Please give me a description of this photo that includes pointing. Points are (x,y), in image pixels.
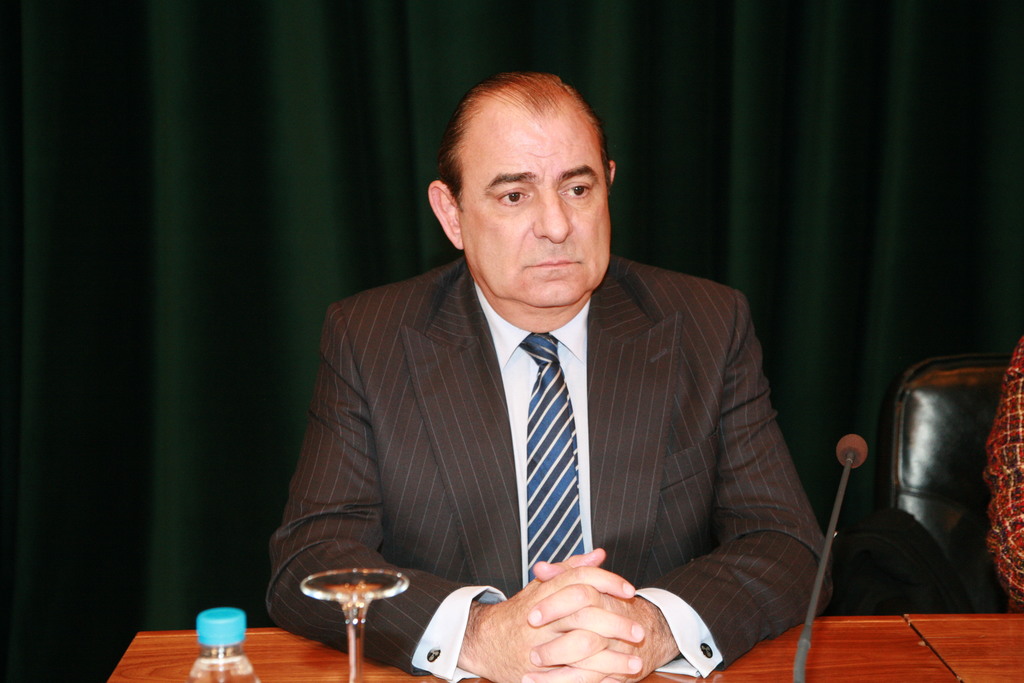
Here we can see a man (662,389) sitting on the chair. This is a table (888,634). On the table (852,645) there is a glass (363,621), bottle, and a mike (796,679). In the background (219,127) we can see a curtain (216,263).
